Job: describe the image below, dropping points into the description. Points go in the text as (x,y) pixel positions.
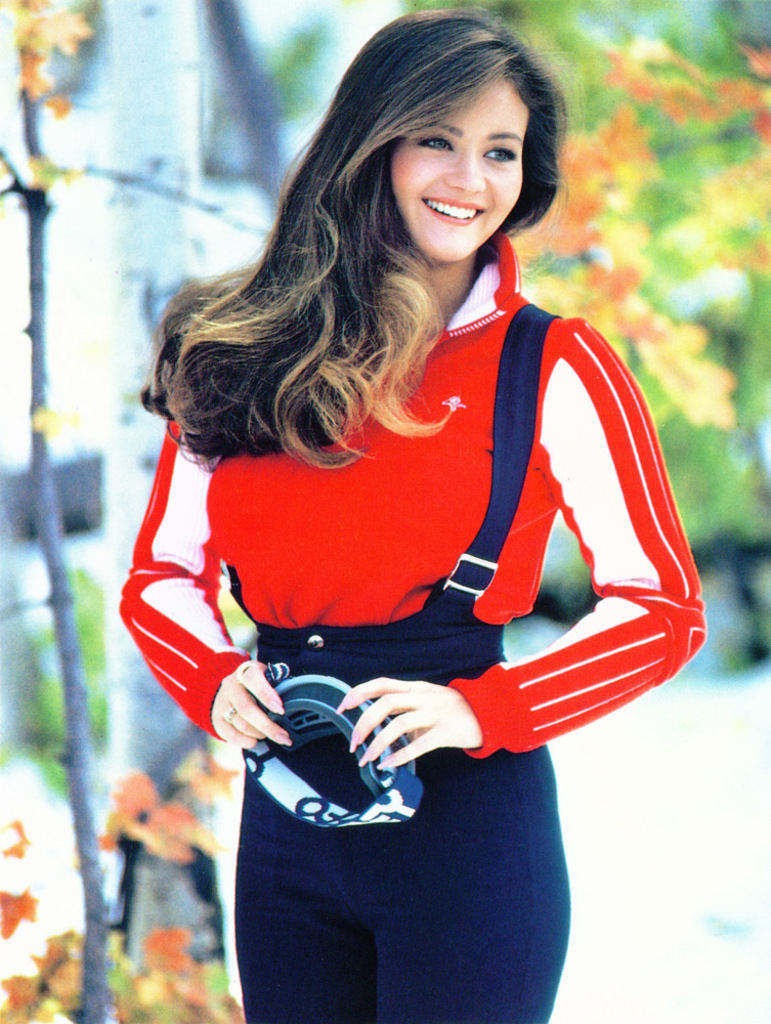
There is a woman (388,183) standing and holding a object (296,737) and wore red color t shirt (312,514), beside this woman (283,499) we can see branch (33,136) and leaves (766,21). Background (761,424) it is blur.
